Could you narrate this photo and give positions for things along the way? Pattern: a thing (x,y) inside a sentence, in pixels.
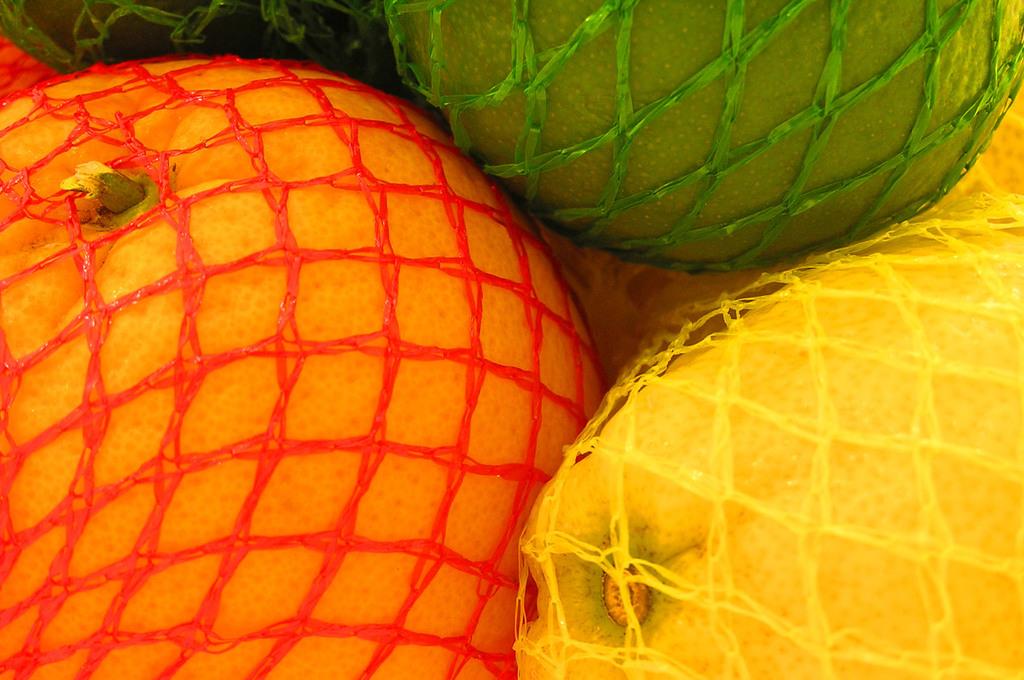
There is a fruit (403,306) which is covered with red color net (403,631) beside other fruit (710,363) which is covered yellow color net (931,359). Which is near other fruit (639,82) which is covered with green color net (503,89). In the background (143,18), there are other fruits (56,17) covered with different color nets (284,14).
